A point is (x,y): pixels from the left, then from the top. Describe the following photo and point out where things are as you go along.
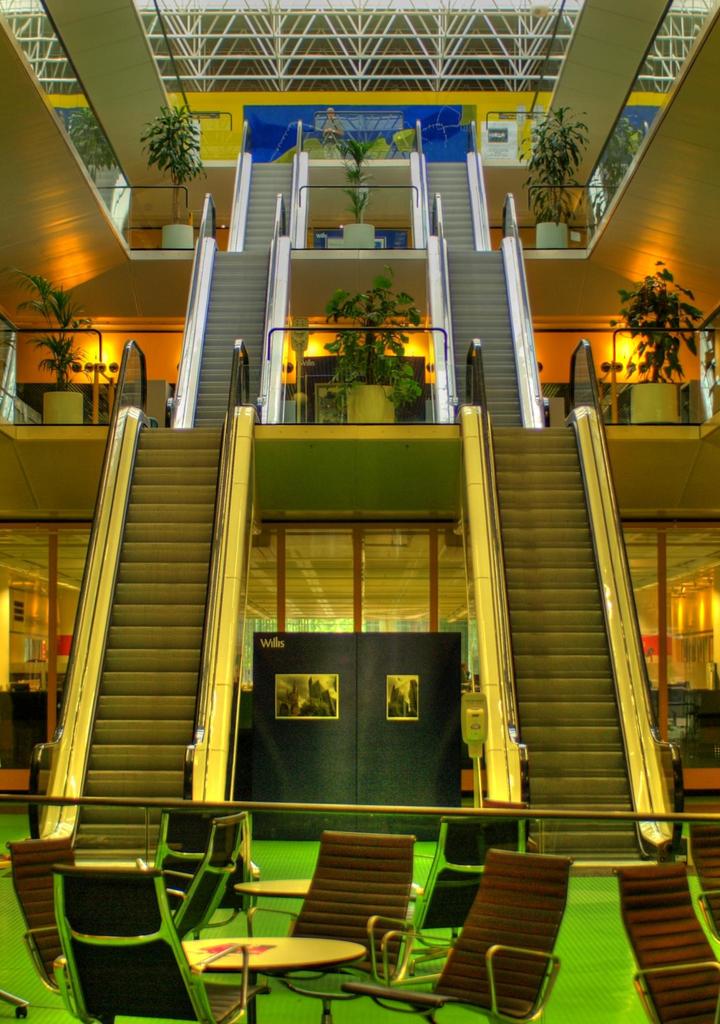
This is an inside view of the building (571,906) in this image, at the bottom (379,873) there are some chairs (522,888) and in the center (458,401) there are some stairs (522,541) and in the center (383,374) there are some flower pots (662,386) and plants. And on the top of the image (262,86) there is ceiling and some poles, and also there are some flower pots (165,243) and plants (179,204). In the center (325,559) there is a glass window (365,582), in the background (31,711) there are some chairs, cupboards (19,718) and poles (661,577).
